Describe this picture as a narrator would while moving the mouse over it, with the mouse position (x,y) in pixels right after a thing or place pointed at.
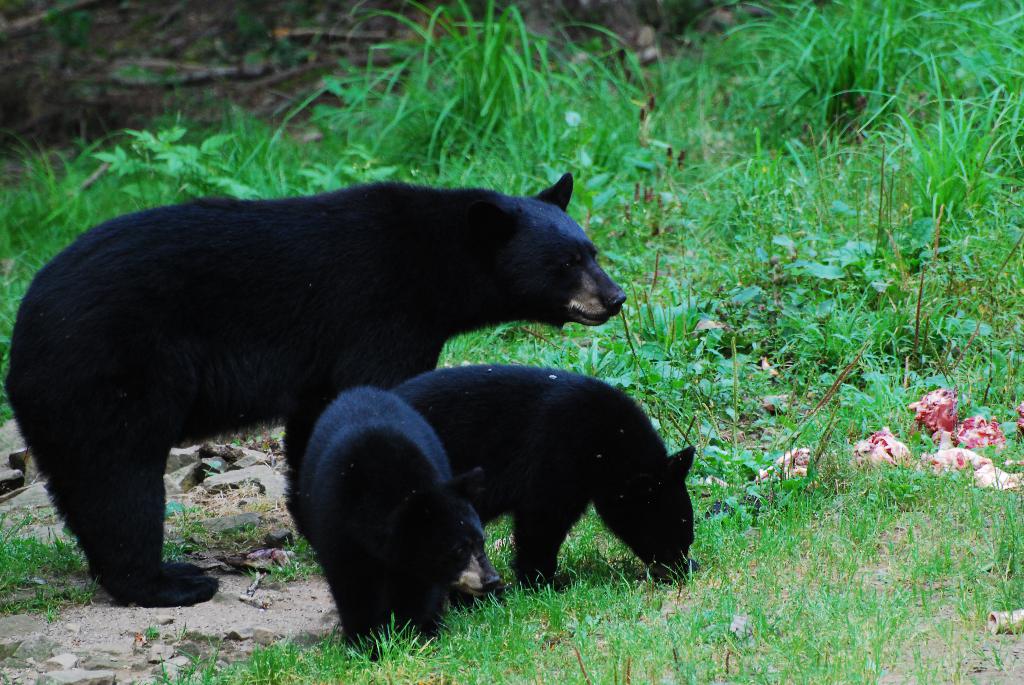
In this image we can some animals (250,385), there are plants (174,170), grass (499,89) and some other objects (36,494) on the ground (204,45).
